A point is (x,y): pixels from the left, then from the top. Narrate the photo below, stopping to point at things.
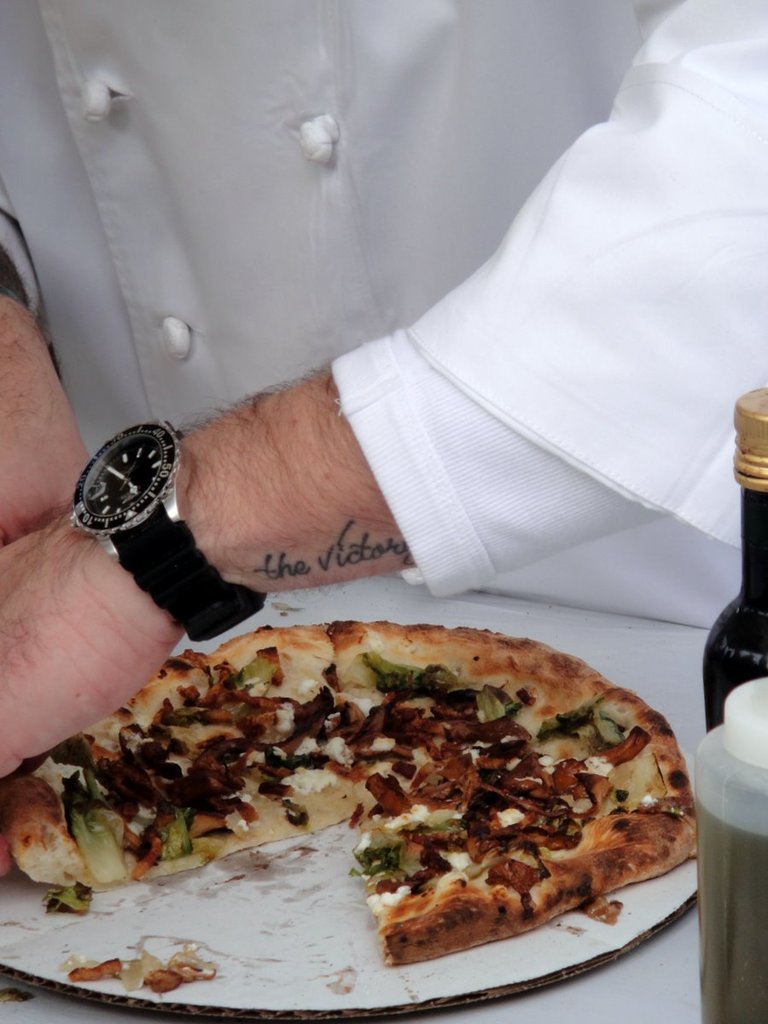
In the foreground of this image (364,720), there is a pizza (389,941) on a table (639,1001). There are two bottles (716,728) on the right side (725,861). In the background (493,220), there is a man (311,168) in white dress (242,303) wearing a black watch (126,533).
